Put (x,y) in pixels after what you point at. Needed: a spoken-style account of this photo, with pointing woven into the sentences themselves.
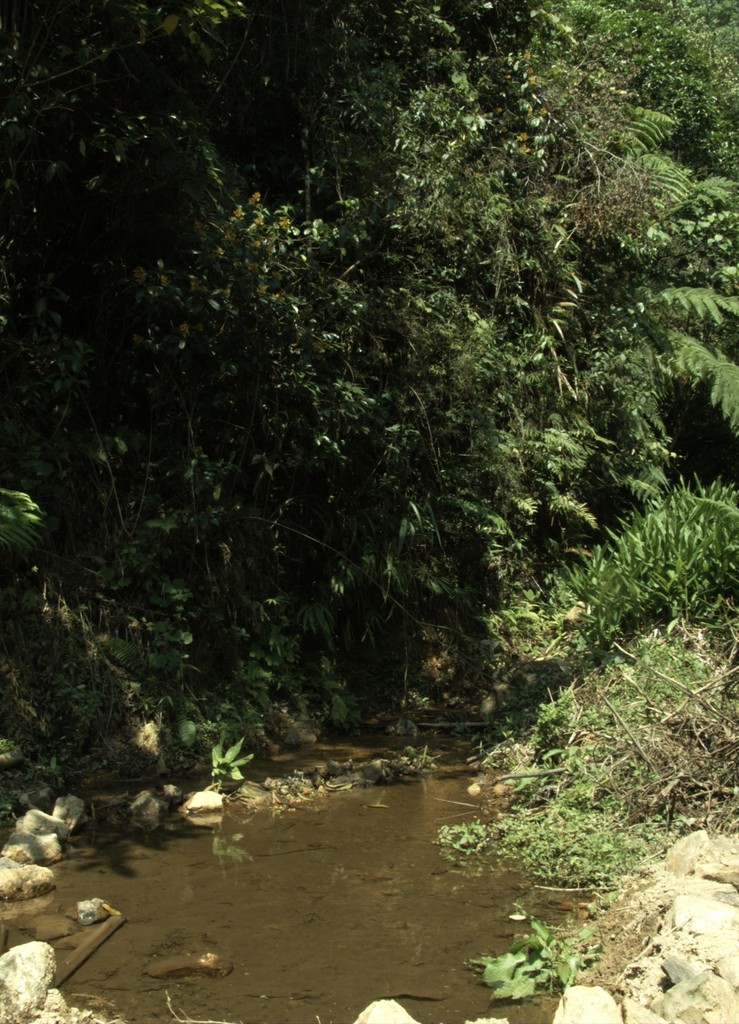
In the foreground of the picture (645,758) we can see water body (353,810), stones (31,883) and plants (508,967). At the top (370,194) there are trees (362,395).
